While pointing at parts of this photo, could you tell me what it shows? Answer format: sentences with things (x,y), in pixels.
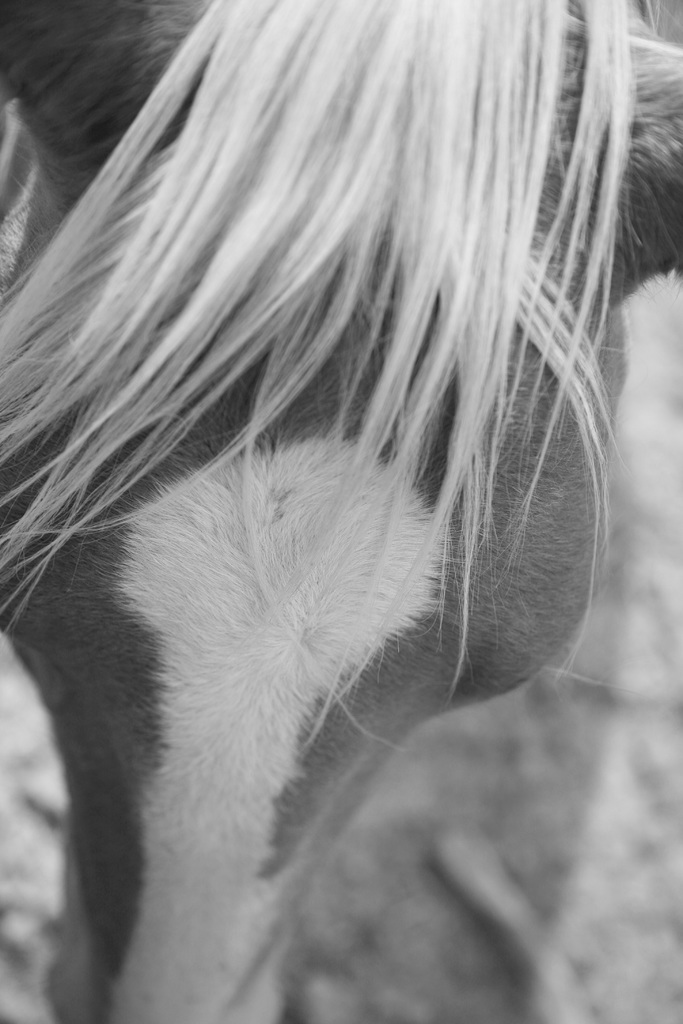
In this image I can see an animal (315,298) on the ground (543,816). I can see the hair (374,187) of the animal (368,112). The image is in black and white color.
